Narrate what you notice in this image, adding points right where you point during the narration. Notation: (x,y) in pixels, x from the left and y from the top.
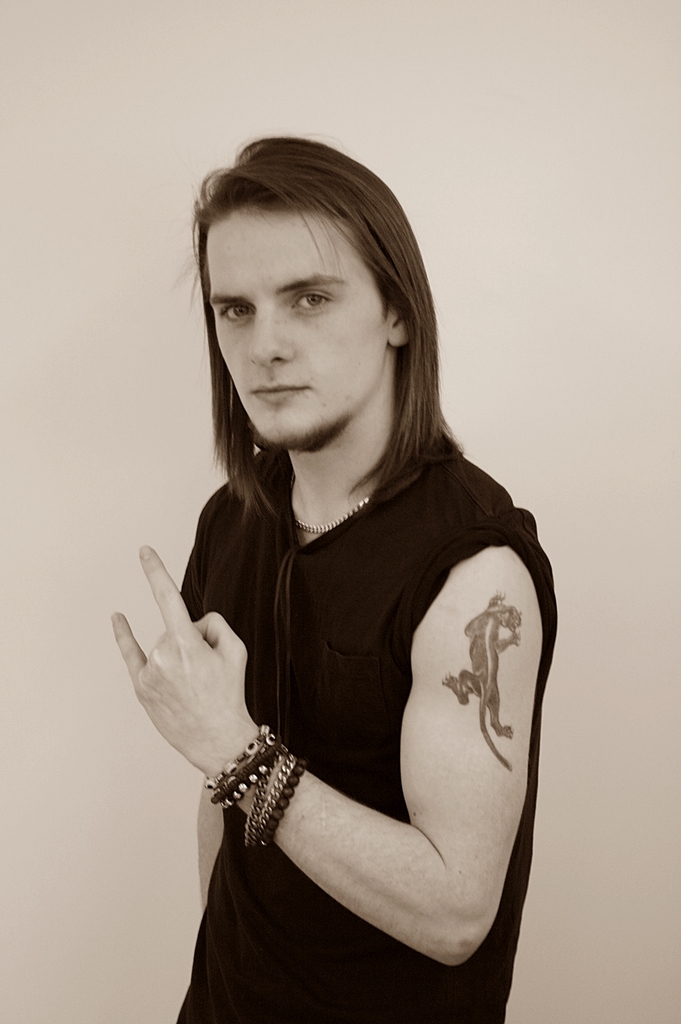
In this picture we can see a person (479,834) and we can see a wall (98,715) in the background (510,456).
